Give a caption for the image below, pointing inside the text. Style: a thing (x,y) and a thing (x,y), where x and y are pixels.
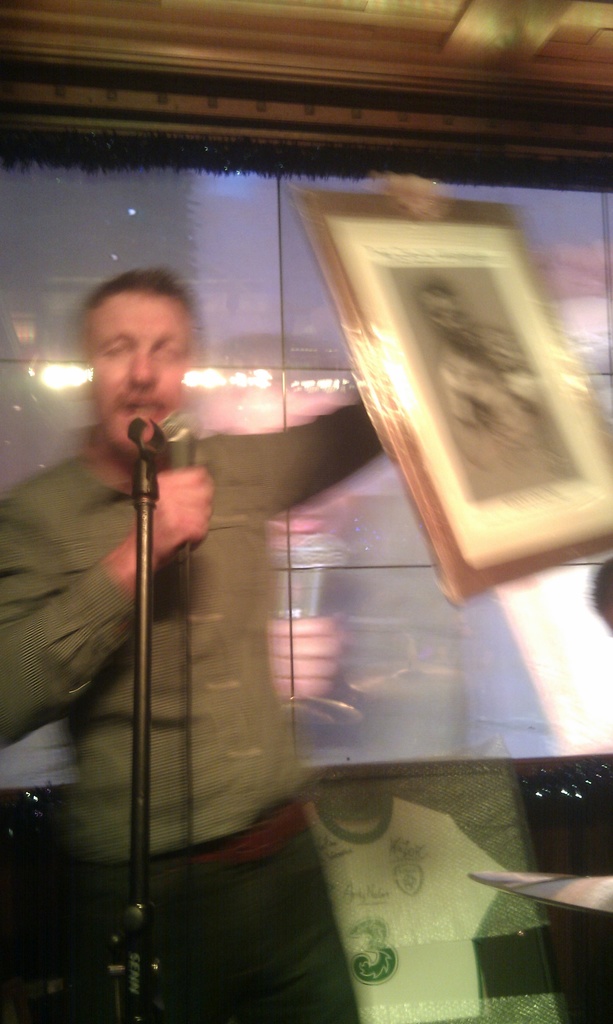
This is a blur image. In this image we can see there is a person (263,629) holding a microphone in one hand (192,534) and in the other hand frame (454,367). There is a stand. In the background (247,345) we can see the screen (272,328).
